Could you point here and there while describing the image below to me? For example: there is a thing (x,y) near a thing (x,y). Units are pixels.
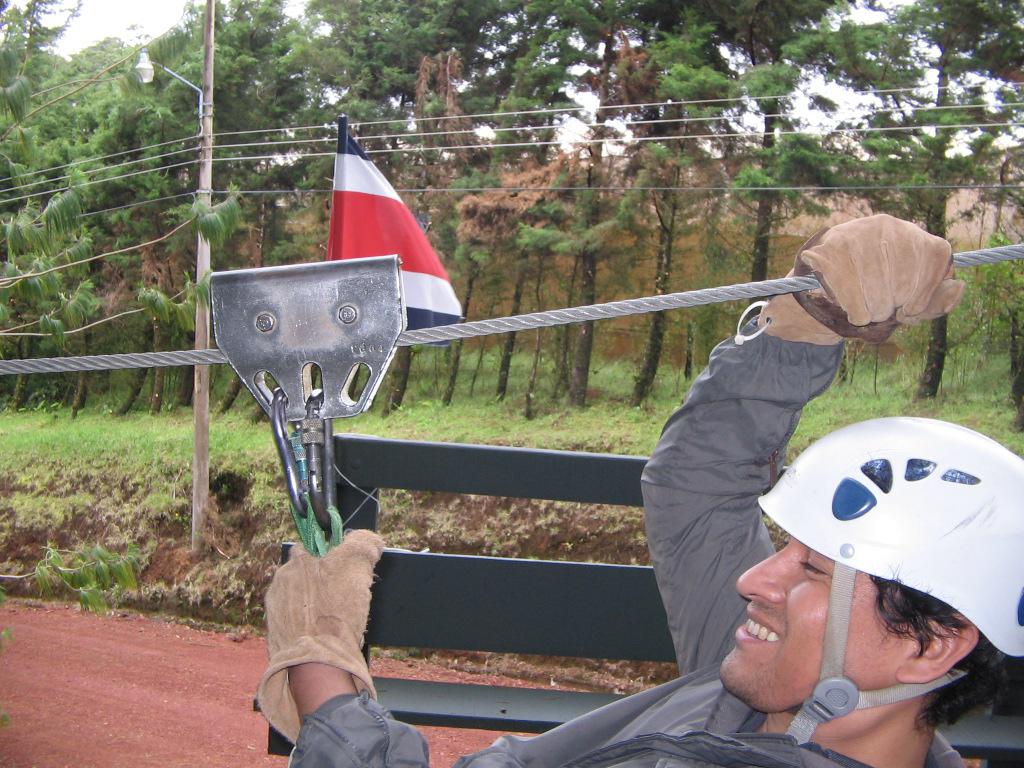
In this picture we can observe a person (362,585) wearing gloves (838,287) and holding a rope (1001,260). He is wearing grey color dress (703,495) and white color helmet (930,505) on his head (794,626). He is smiling. We can observe a pole (203,326) on the left side (206,104). We can observe some grass (348,431) on the ground (243,440). In the background (525,194) there are trees (553,123) and a sky (151,22).
